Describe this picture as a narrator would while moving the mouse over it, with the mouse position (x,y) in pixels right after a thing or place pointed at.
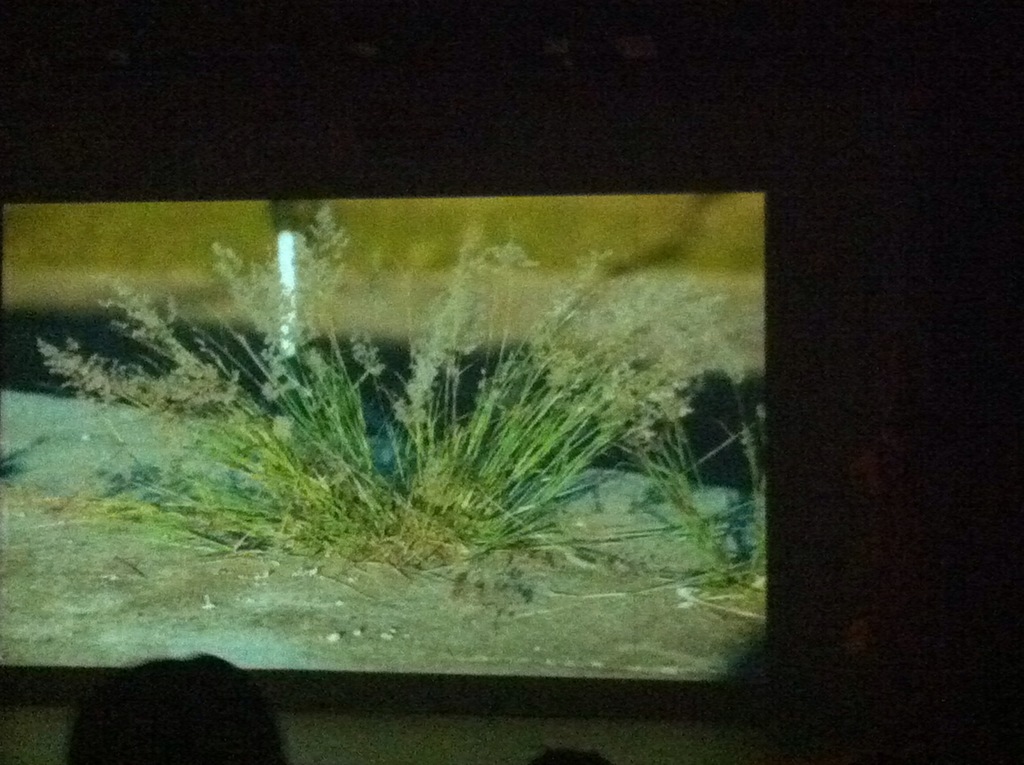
The image of the grass (288,426) is being displayed on the screen (464,377) and the background of the screen (269,210) is dark.
